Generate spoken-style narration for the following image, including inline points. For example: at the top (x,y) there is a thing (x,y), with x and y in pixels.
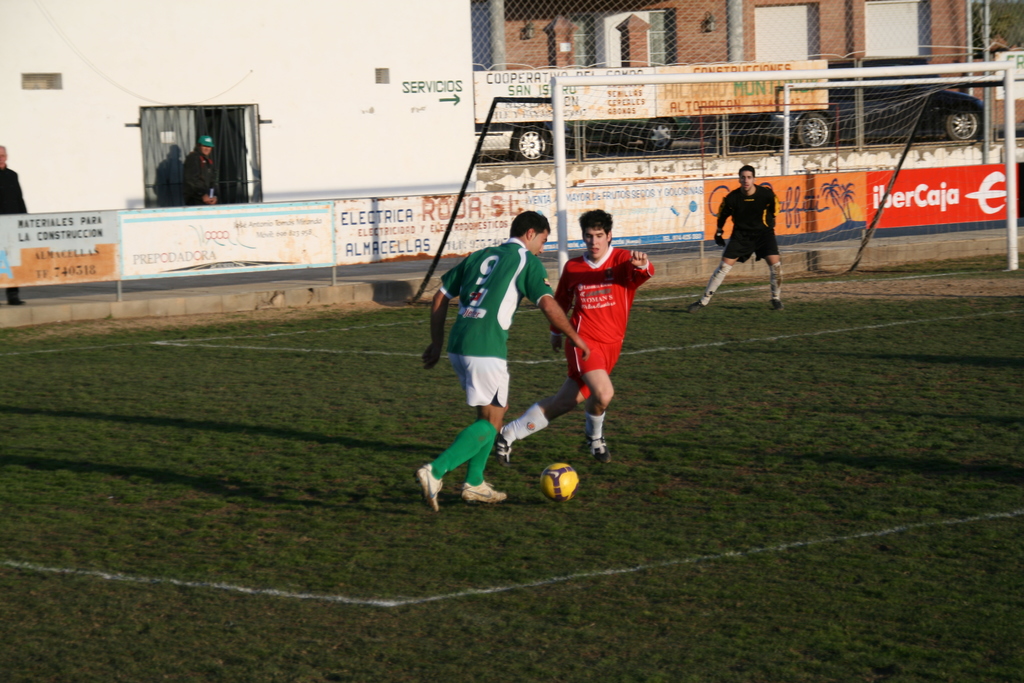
In the image we can see there are three people (504,338) on the ground (518,349) they are wearing clothes (591,351), socks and shoes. Here we can see a ball (554,477), yellow and black in color, on the grass (591,507). Here we can see a net (664,171), fence (657,153), posts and a building (827,28). We can see there are even other people (192,203) standing and there are white lines (560,580) on the grass (613,578).
